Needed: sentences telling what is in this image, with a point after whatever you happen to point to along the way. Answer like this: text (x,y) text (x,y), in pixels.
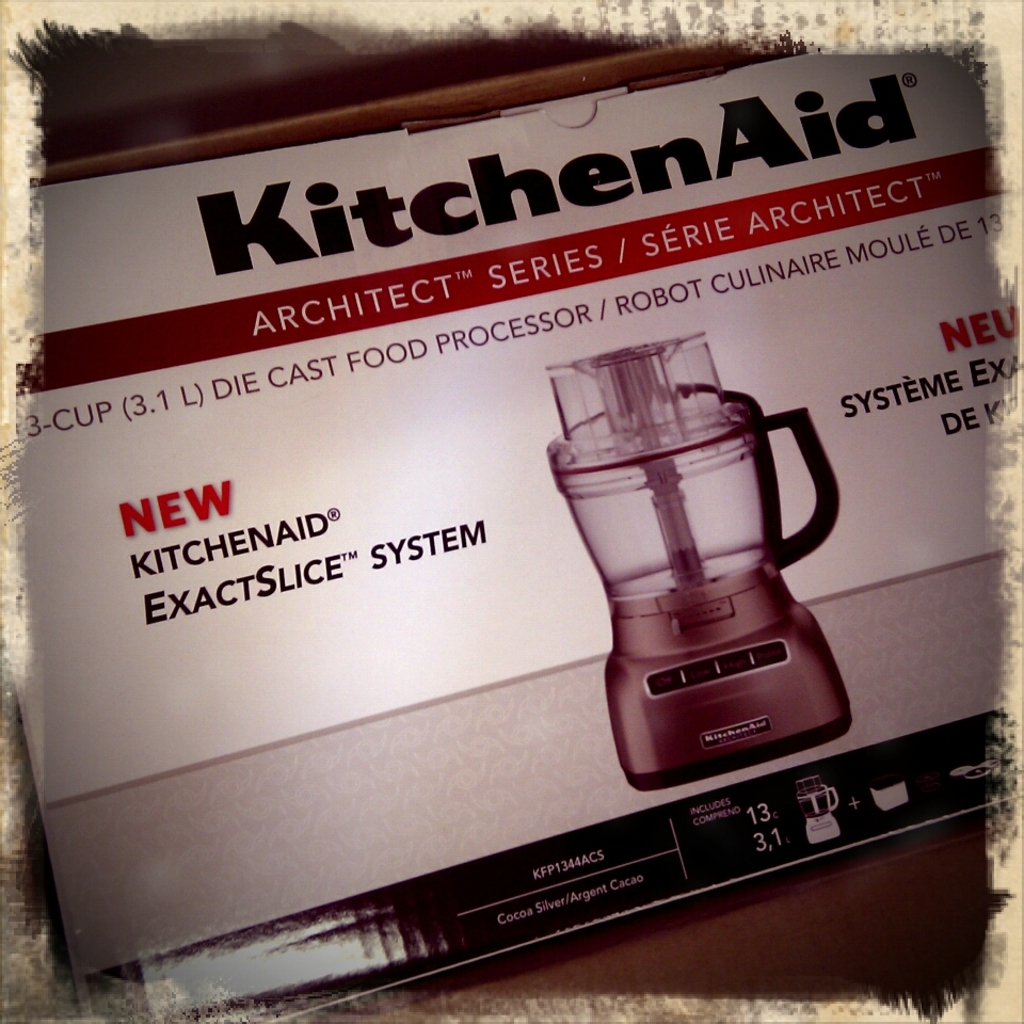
This picture might be a photo frame (1021,133). In this image, we can see picture of a box (384,753). In the box (803,635), we can see an electronic machine (733,421) and some text (61,421) written on it.
